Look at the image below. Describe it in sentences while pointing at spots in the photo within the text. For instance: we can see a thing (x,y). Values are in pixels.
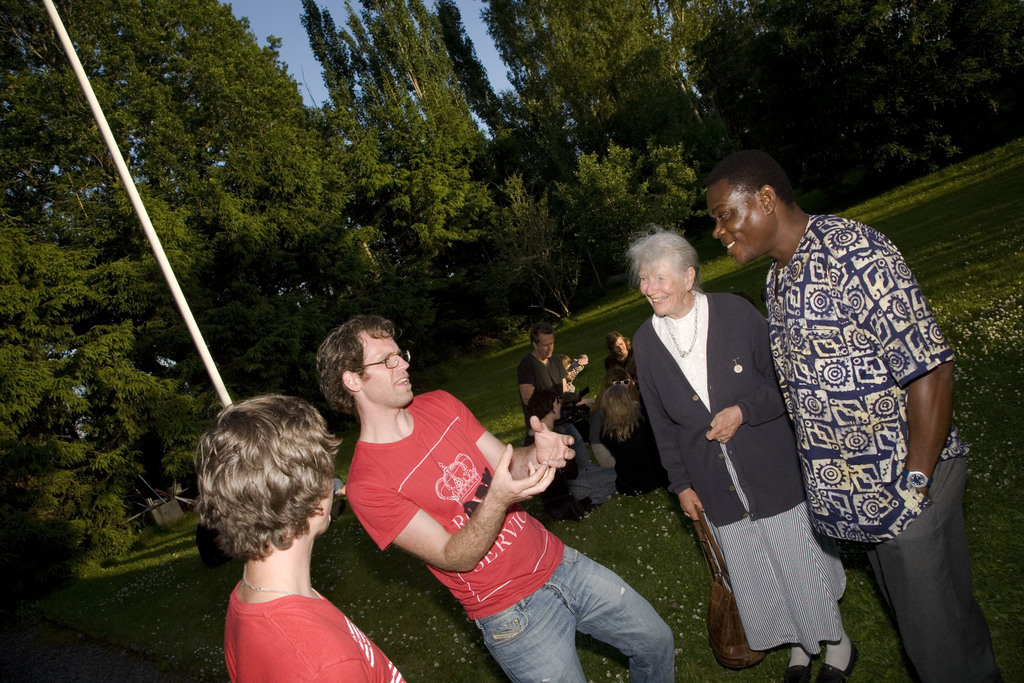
In the foreground (279,586) we can see four persons (825,569) standing on the grass (342,574) and they are smiling. In the background (633,434), we can see a few people (657,450) sitting on the grass (606,334). Here we can see a pole (155,253) on the left side (160,251). Here we can see the flower plants (968,351) on the right side (981,370). In the background (798,29), we can see the trees (669,145).
